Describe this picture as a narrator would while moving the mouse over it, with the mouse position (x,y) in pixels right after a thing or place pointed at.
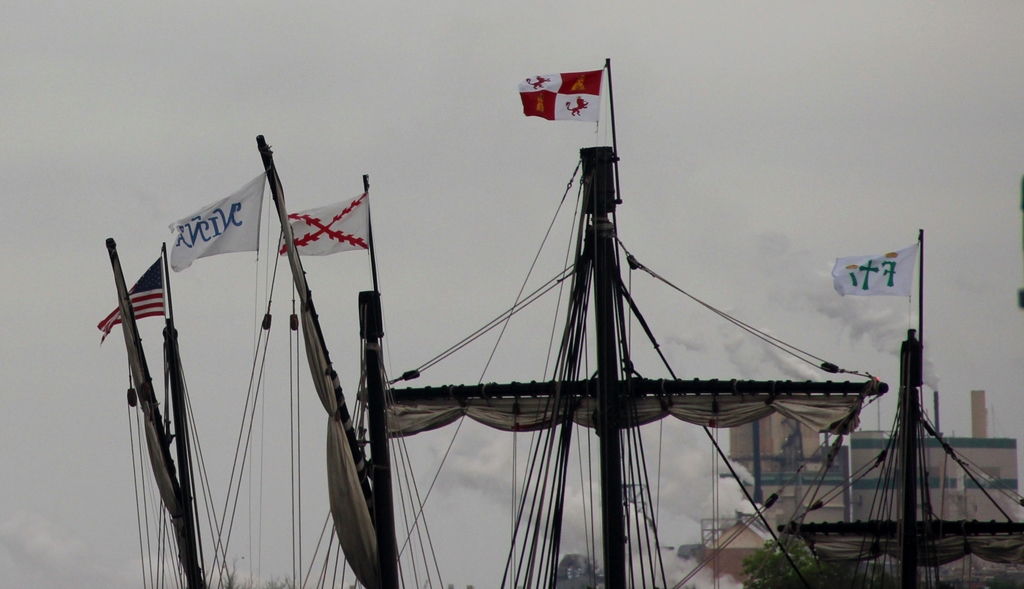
In this image we can see the sails (787,412) of a boat (608,505), to it there are flags (159,274). We can also see that there are ropes (261,371) which are tied to it. In the background (976,451) there is a building (980,430) through which the smoke (855,323) is emitted.
